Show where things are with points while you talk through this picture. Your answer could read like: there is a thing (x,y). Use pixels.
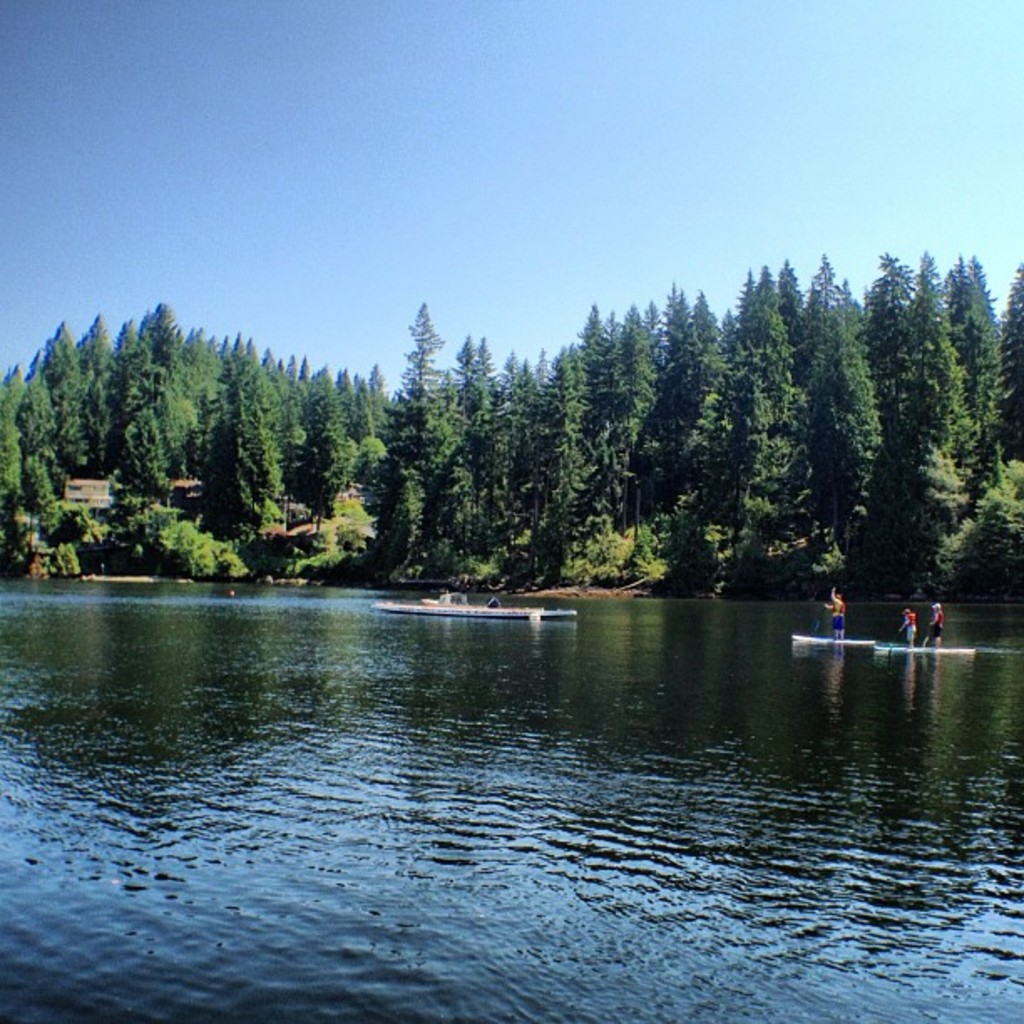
In this picture there are people (909,638) and we can see boats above the water (491,834). In the background of the image (229,479) we can see trees (768,387) and sky (528,195).
